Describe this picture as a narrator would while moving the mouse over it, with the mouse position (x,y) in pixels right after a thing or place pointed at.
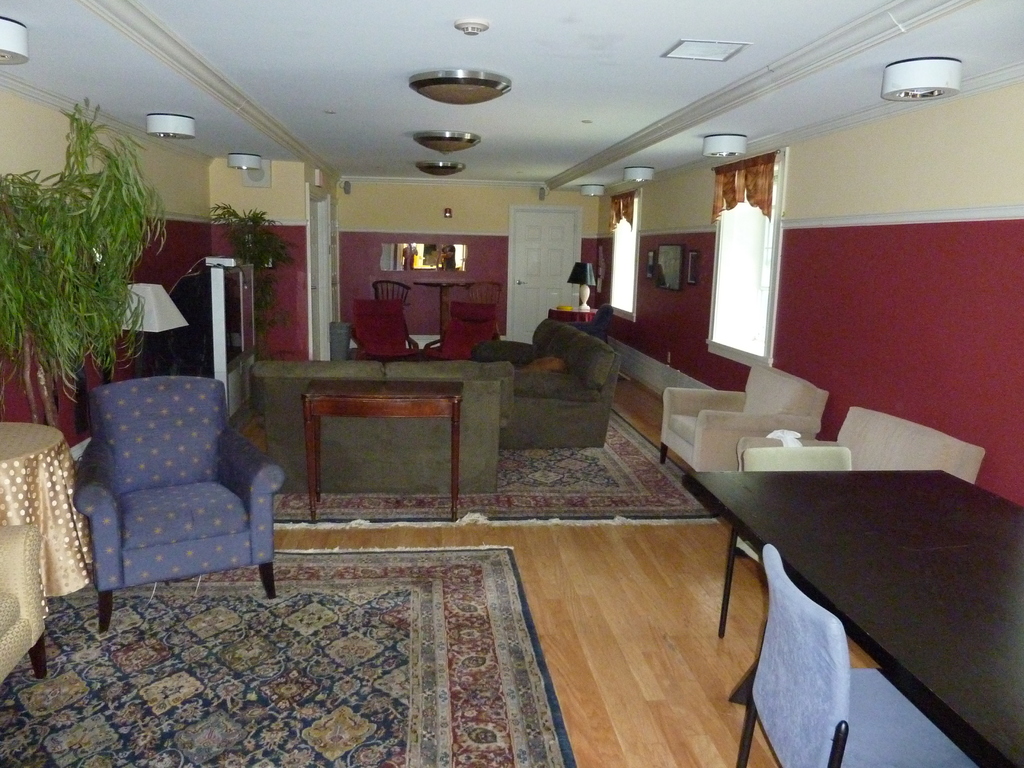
In this image I see a room (859,52), in which there is a sofa set (145,444) and some tables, windows (617,240) and doors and the plants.
